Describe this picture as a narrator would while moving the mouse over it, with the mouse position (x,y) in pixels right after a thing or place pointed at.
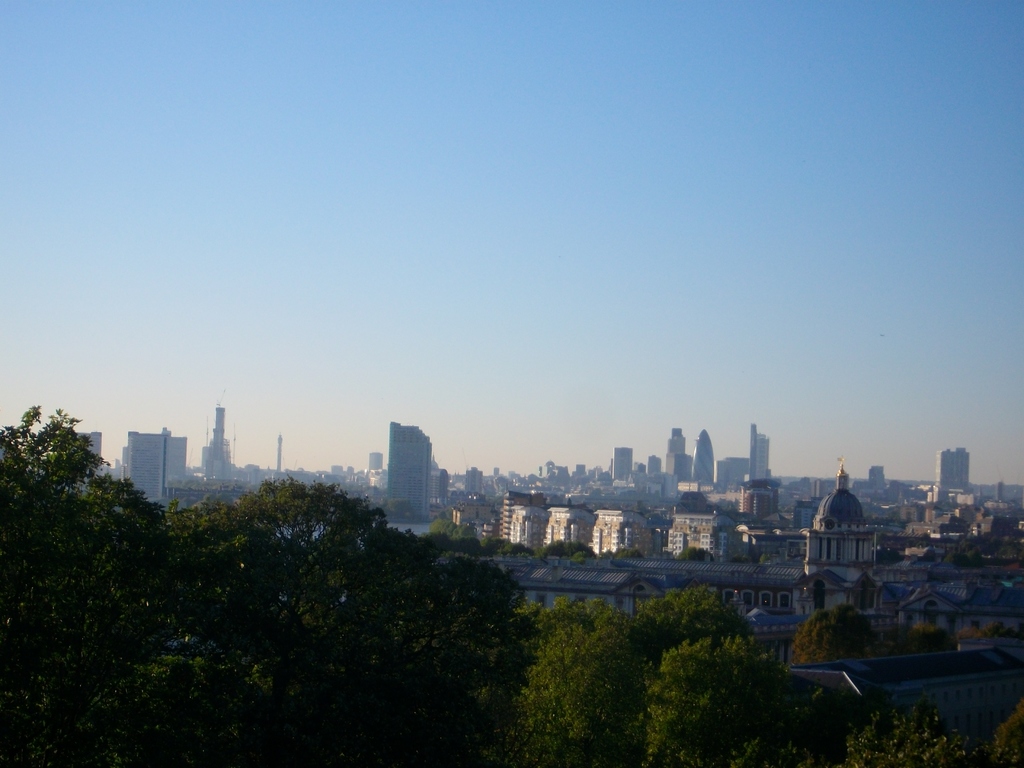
In this image there are trees (684,720) at the bottom (724,712). In the background (407,469) there are so many buildings (660,470) one beside the other. At the top (415,160) there is the sky (344,181). It looks like a scenery.
